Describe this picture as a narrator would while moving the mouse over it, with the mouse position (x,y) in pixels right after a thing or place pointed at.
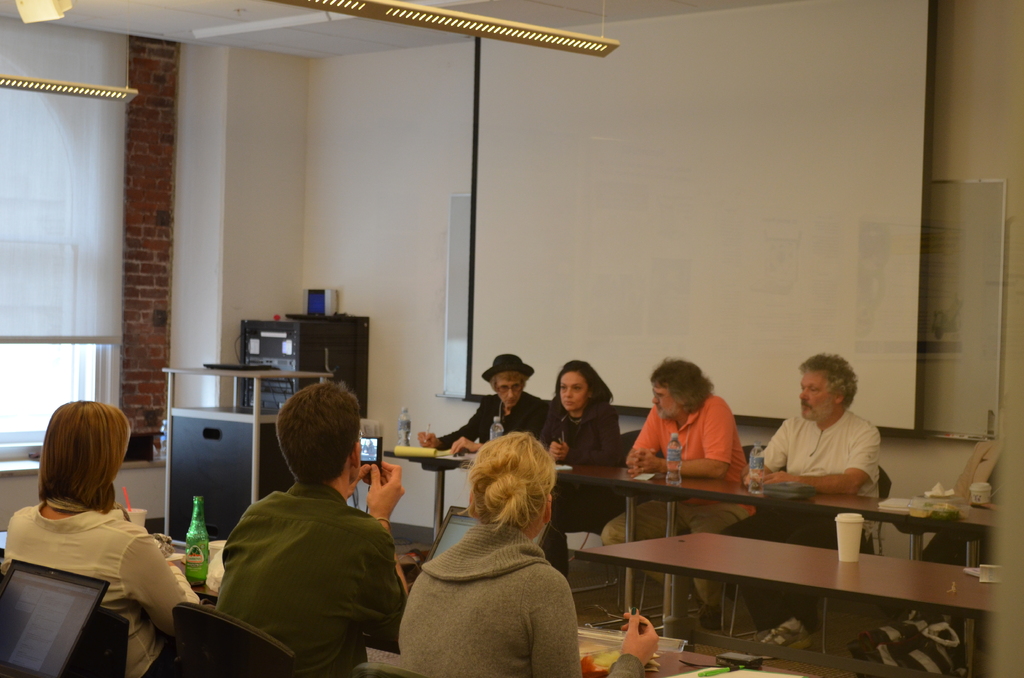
The picture is taken in a room (257,623). In the foreground of the picture (288,591) there are people (27,559) sitting in chairs (223,628) and there are tables (672,669), bottles (190,536), cups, food items (162,542), laptop (75,617) and other objects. In the center of the picture (432,451) there are tables (694,477), water bottles (496,433), books (416,449), pens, desks (247,373) and other objects (279,356). In the background (566,326) there is a projector screen (651,189). On the left (73,300) there is a window (27,421) and window blind (33,217).
